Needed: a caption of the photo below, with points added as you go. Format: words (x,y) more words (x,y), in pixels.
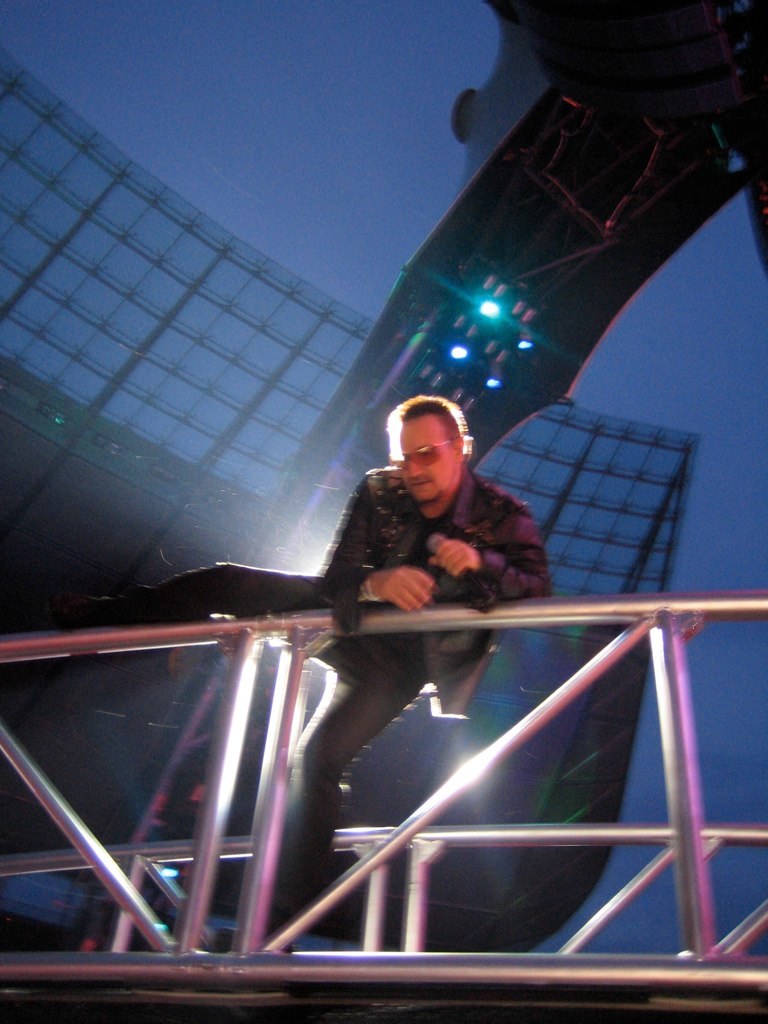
In this image in the center (391,542) there is one man (428,477) who is standing and there are some iron rods (681,784), in the background (377,378) there is a building (594,504) and there is some object (521,82) and lights (452,347).
